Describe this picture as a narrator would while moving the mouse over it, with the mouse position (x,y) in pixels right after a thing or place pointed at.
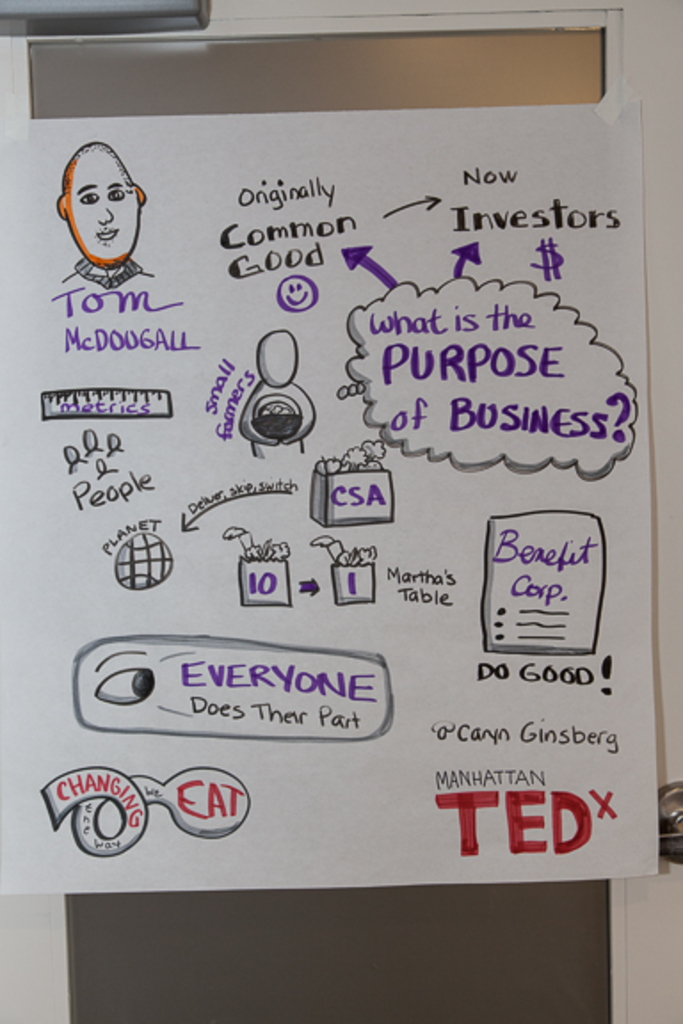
In this picture there is a poster (87,805) attached to a door (331,934). On the poster (182,716) there are drawings (134,274) and text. The wall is painted white.
